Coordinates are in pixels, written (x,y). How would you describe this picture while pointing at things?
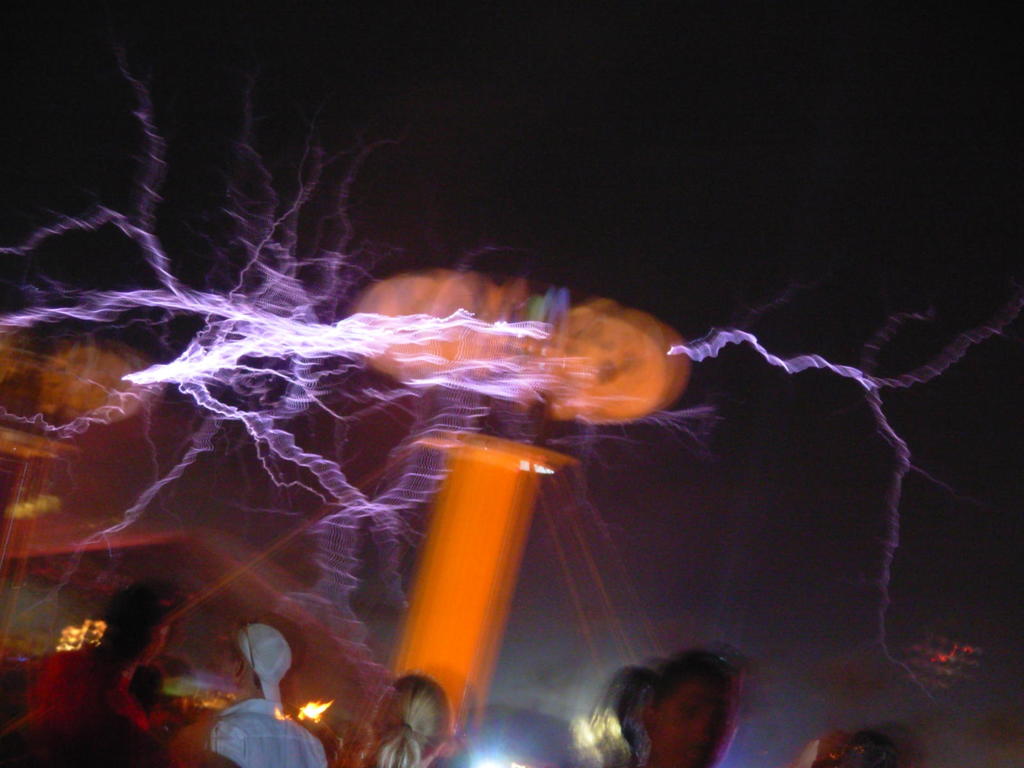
In this picture we can see some lightning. Some people (83,677) are visible from left to right.
